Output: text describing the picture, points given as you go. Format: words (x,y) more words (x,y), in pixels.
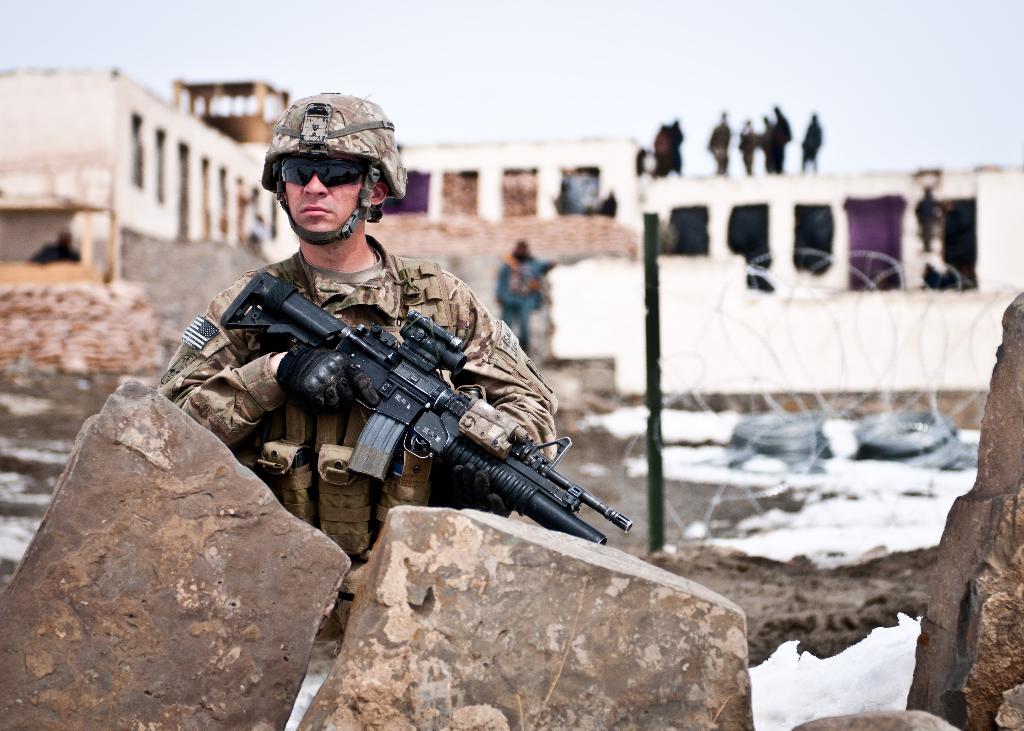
He is an army soldier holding a gun (314,320) in his hand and back of him we can see some buildings (206,203) and few people (726,152) standing on the building (677,189).
